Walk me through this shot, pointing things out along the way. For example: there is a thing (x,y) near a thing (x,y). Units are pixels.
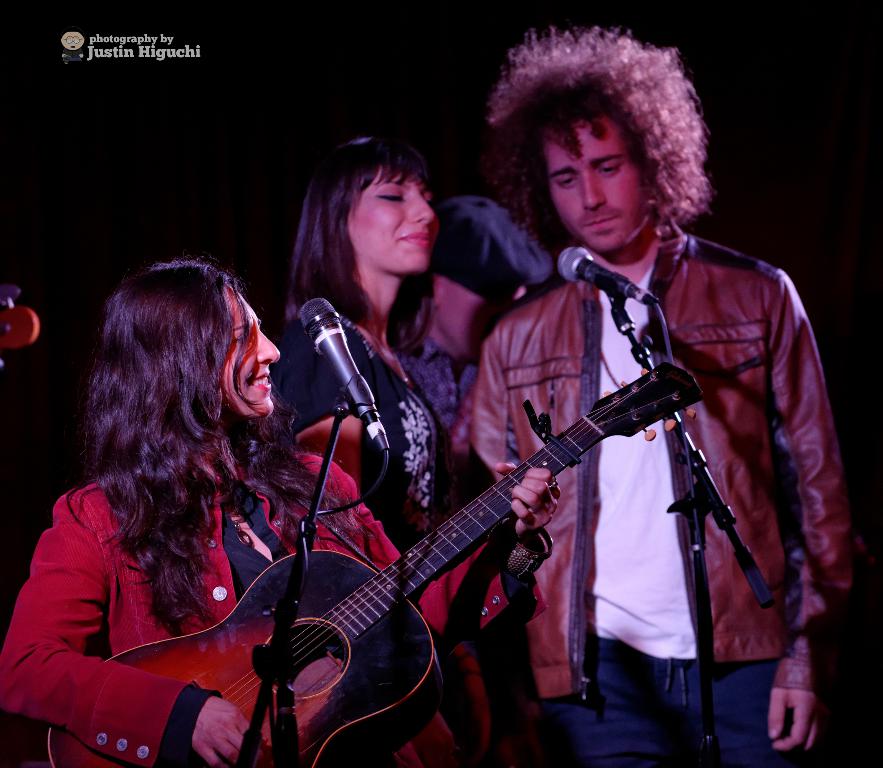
In this image we can see a woman (122,758) standing on the left side (117,743). She is playing a guitar (267,754) and she is smiling. Here we can see two persons (611,712) standing on the right side (826,647). Here we can see a microphone (592,267).
